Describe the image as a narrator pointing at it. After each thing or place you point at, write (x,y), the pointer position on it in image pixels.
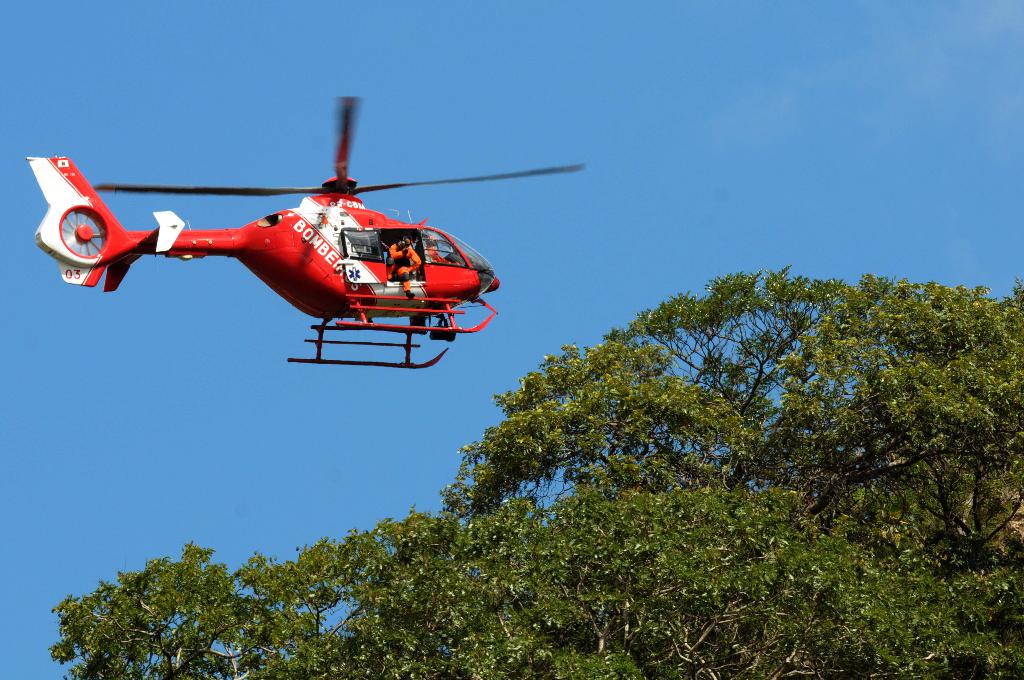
As we can see in the image there is a tree (531,529), red color helicopter (363,329) and on the top (774,144) there is a sky (711,153). In helicopter (408,232) there are few people (409,266).
